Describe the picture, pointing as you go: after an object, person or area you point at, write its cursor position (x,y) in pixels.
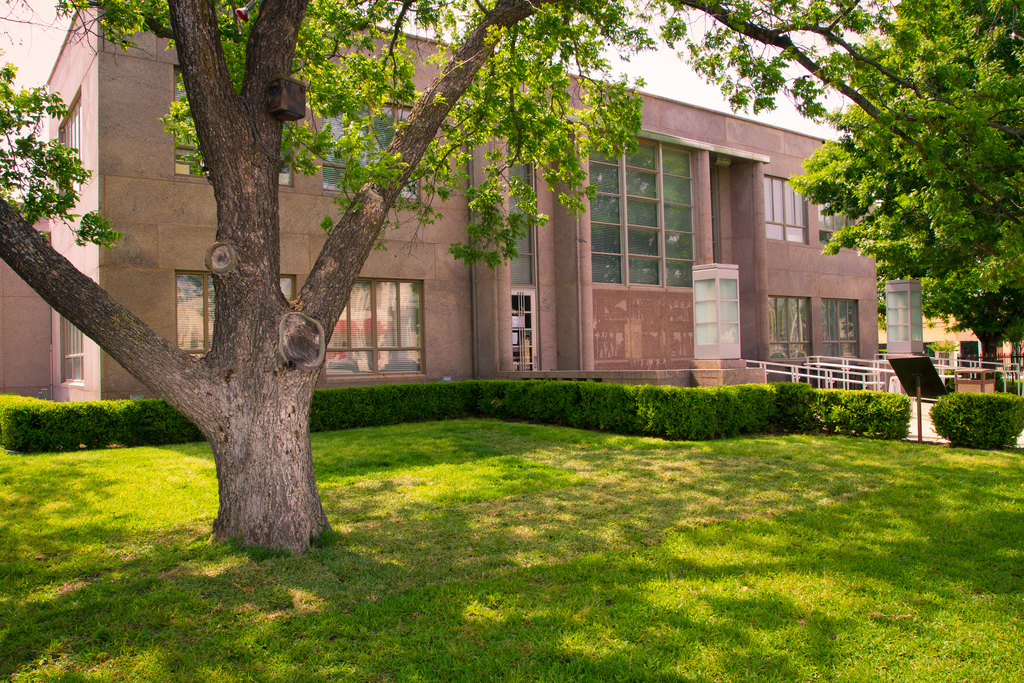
In the picture I can see trees (526,96), plants (629,393), the grass (536,511), a building (667,307), fence (817,376) and some other objects (911,384). In the background (705,96) I can see the sky (716,96).
